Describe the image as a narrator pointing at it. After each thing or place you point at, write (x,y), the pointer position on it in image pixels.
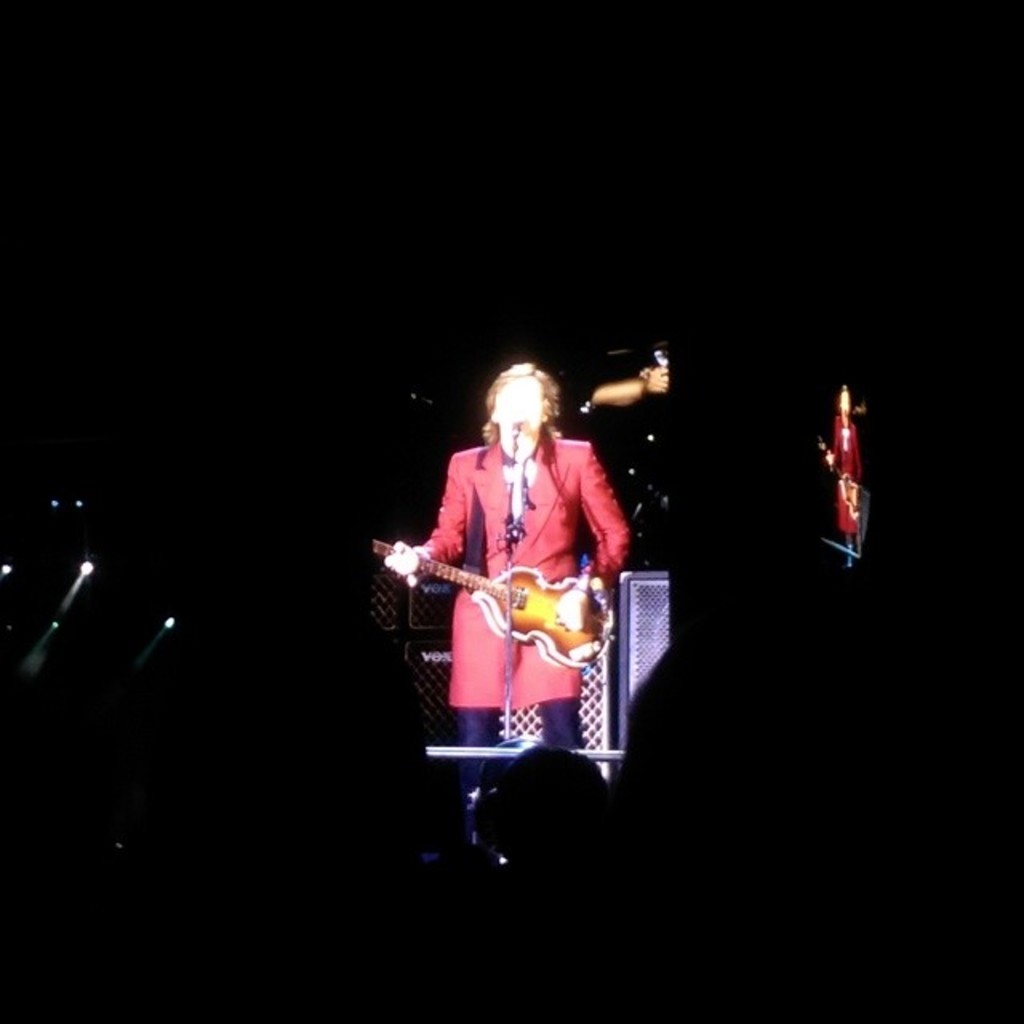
There is a person (497,543) in this picture playing a guitar (501,629) in her hands (399,557) in front of a microphone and a stand (511,639).
